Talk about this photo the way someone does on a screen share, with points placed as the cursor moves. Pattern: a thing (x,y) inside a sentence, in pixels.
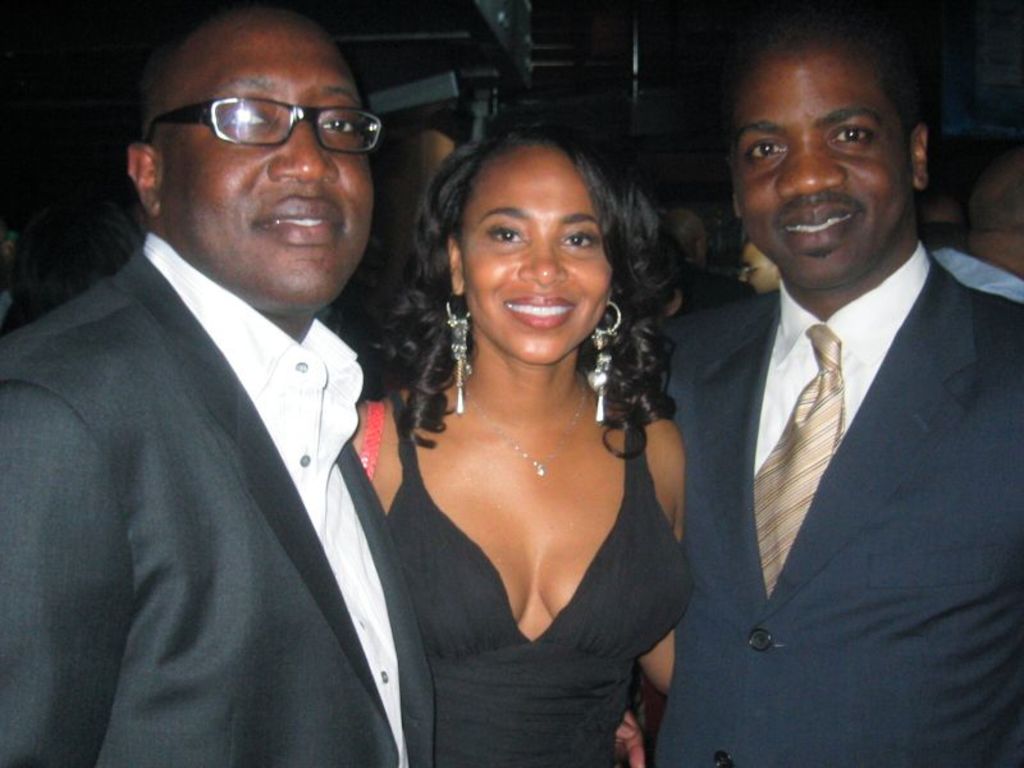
In this picture we can see two men (322,537) wore blazers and a woman (431,336) and they are smiling and in the background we can see some people (984,259).
